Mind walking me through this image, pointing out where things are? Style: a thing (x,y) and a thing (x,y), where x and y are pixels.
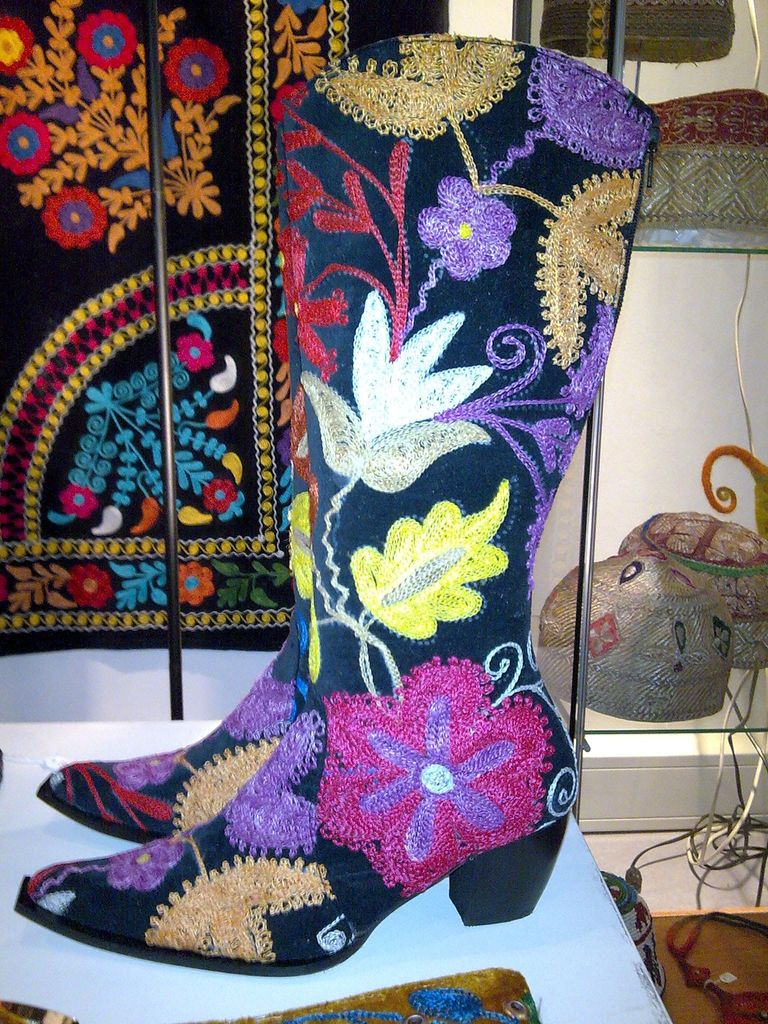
In this image there is a pair of boots (397,690) on an object (36,959), and in the background (238,34) there are some items (238,34).
